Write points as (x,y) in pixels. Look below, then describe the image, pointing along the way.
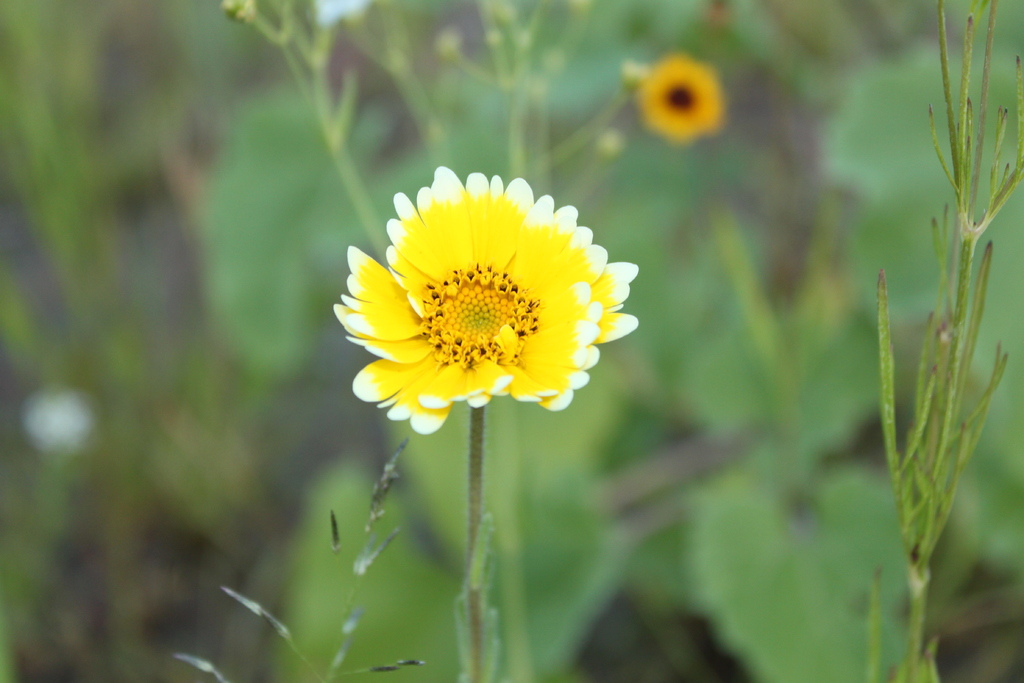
In the picture we can see a flower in a plant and behind it, we can see some plants (530,640) which are not clearly visible.
